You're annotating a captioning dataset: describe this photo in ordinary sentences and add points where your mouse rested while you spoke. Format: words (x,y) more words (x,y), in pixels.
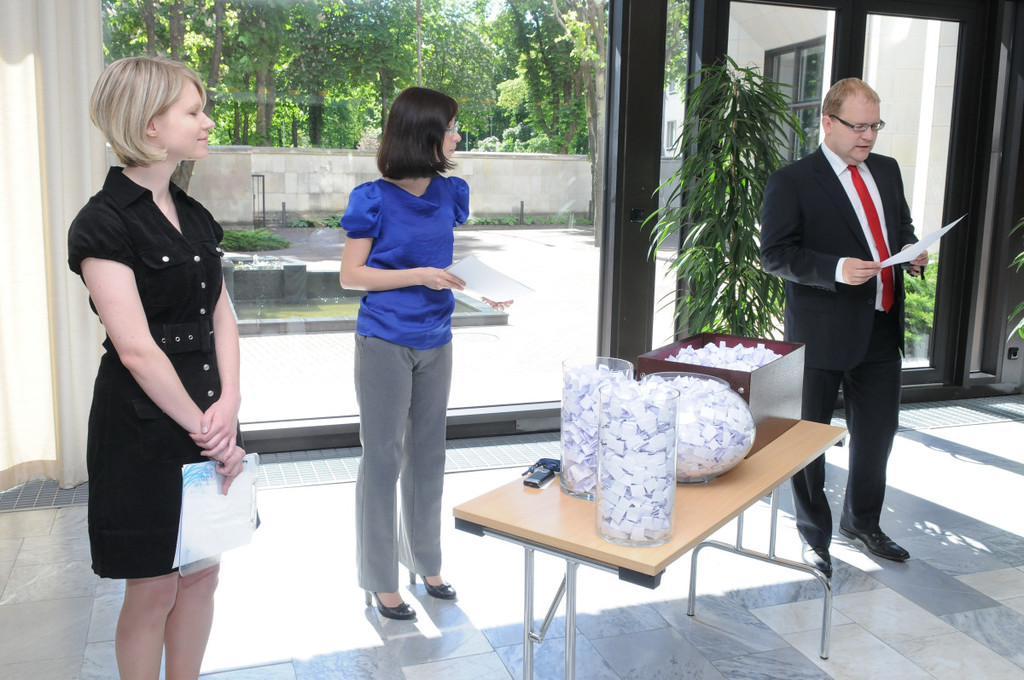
2 girls (84,277) are standing in the left (156,119) and a man (805,195) is standing in the right (803,292). He wear a coat (836,204), tie (869,217) behind him there is a plant (716,131).
